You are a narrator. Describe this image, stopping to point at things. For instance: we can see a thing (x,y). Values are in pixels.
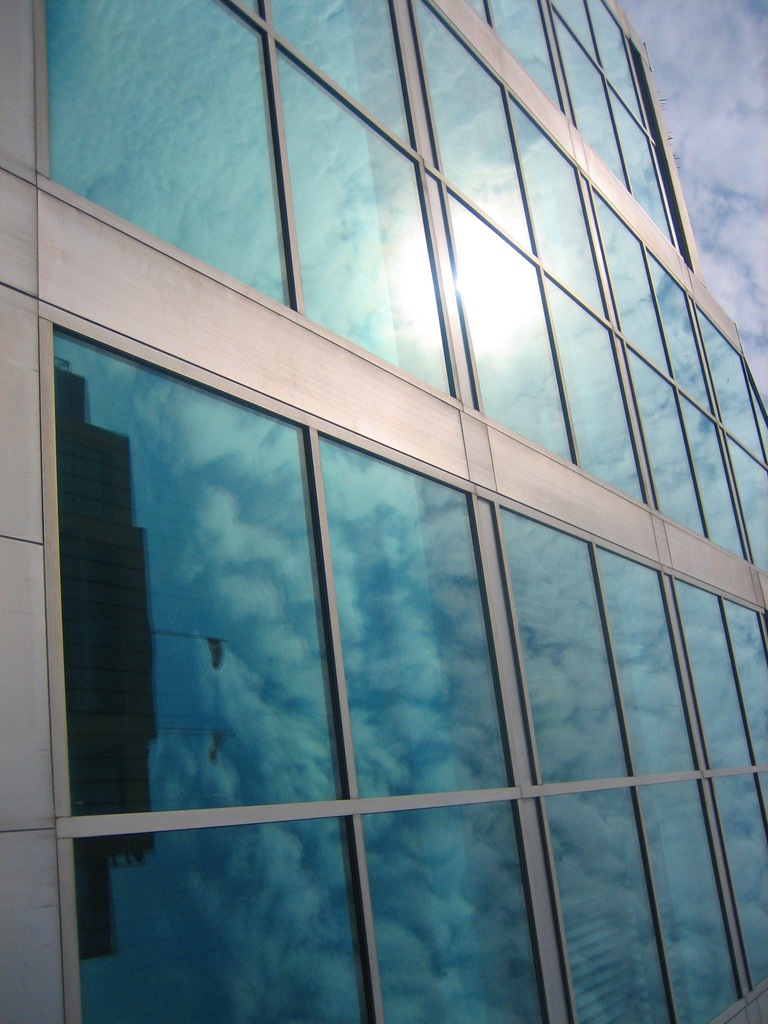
In this image, It looks like a building (224,126) with the glass windows (603,146). I can see the reflection (228,885) of another building (149,792) and the sky (422,642) on the glass windows (613,480).
